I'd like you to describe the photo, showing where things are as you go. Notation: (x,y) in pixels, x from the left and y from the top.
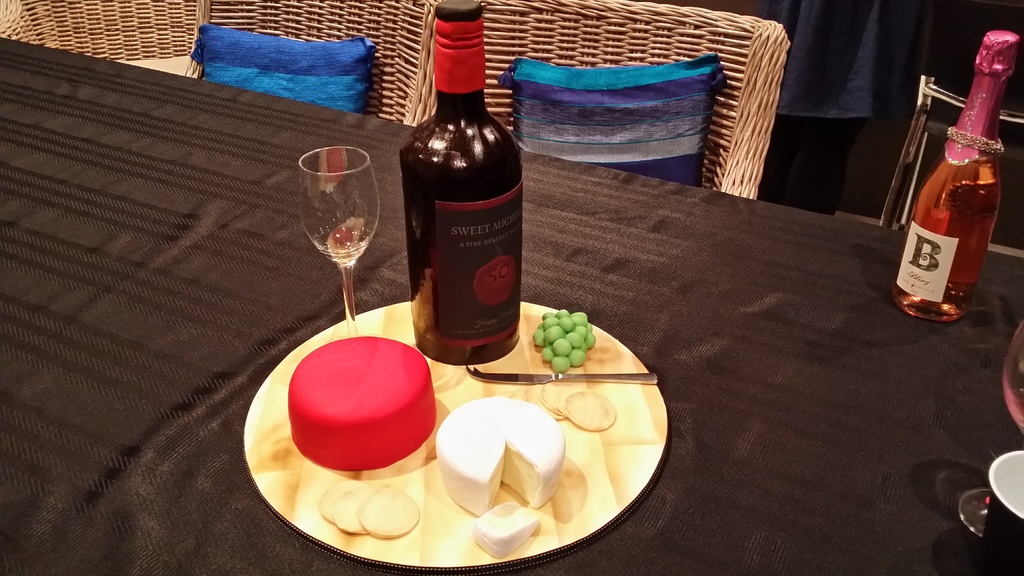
On the table (137,233) there is a plate (607,372). In the plate (583,494) there is a bottle (467,241), glass (372,223), knife (523,381), cookies (352,520), and some food items (372,401). And on the table (539,571) we can see a bottle (956,201). And in front of the table (658,182) there are chairs (507,92) with blue pillow (565,95).
